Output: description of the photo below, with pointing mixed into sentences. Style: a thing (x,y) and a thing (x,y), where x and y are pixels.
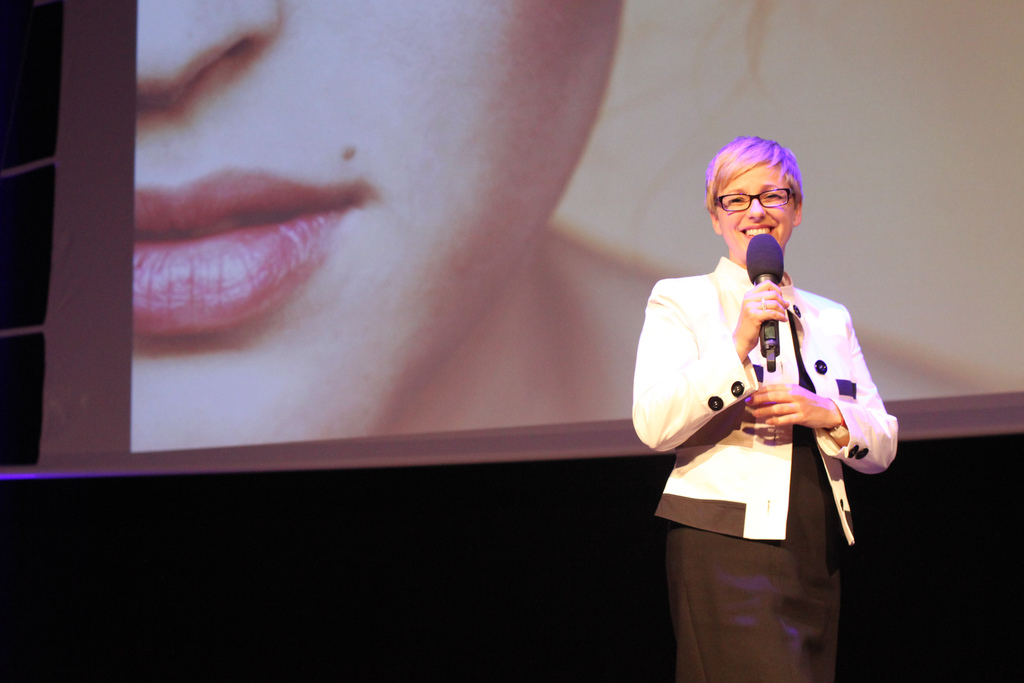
In this image I see a woman (837,408) who is holding a mic (764,333) and she is smiling. In the background (693,239) I see the screen (397,419) and I see a truncated person's face (425,338).
